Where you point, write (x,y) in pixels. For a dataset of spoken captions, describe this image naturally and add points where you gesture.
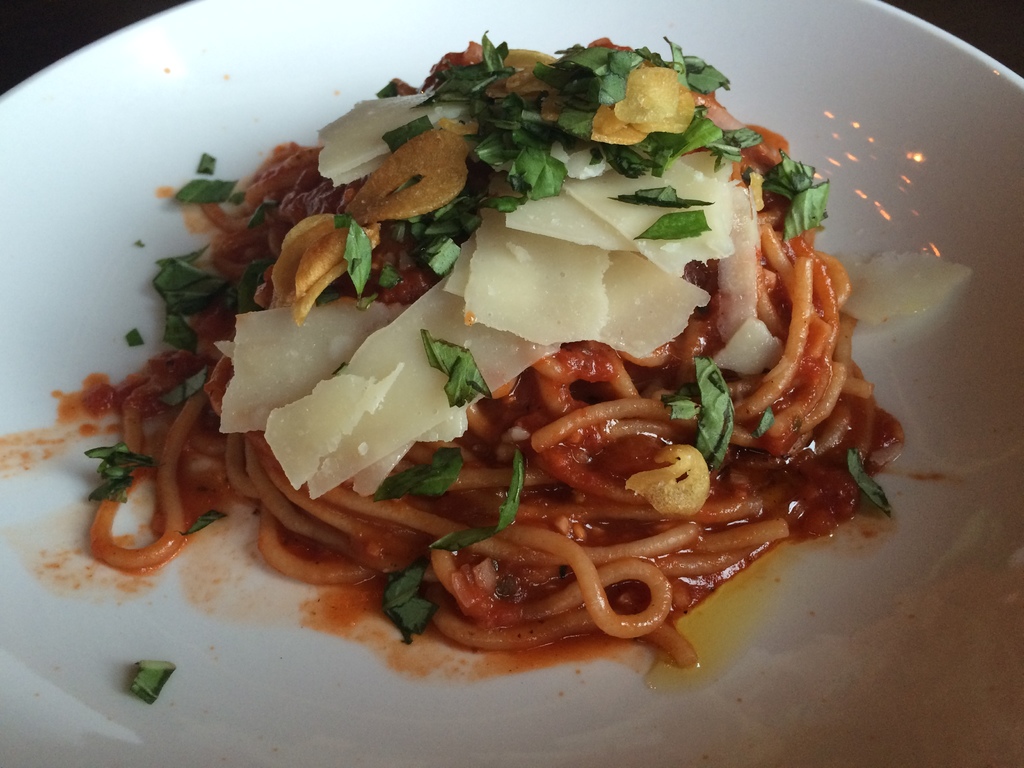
In this picture we can see food (682,349) in the plate (896,230).
